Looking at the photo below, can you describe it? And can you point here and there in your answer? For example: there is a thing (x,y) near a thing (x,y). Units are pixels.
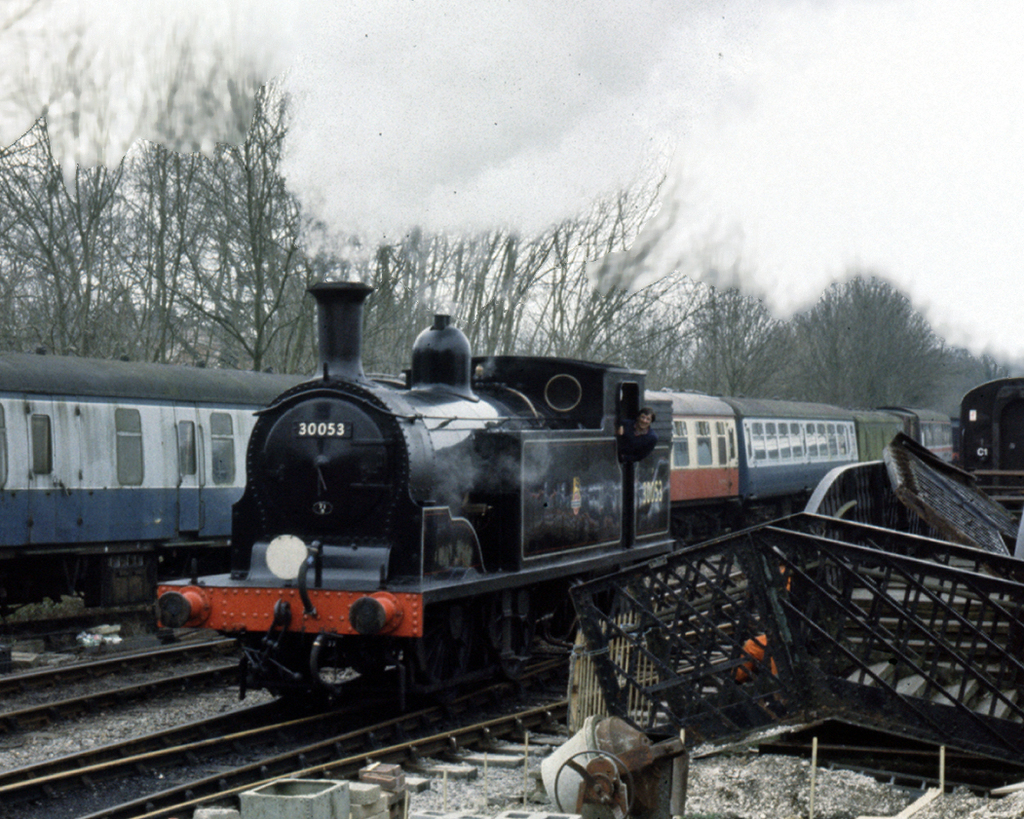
In the foreground of this image (581,695), there are few objects (890,622) placed side to the track (381,720). In the middle (647,470), there is an engine (520,508) moving on the track (320,710). Behind it, there is a train (140,460) on the track (72,625). In the background (255,244), there are trees (746,315) and the sky (706,79).
